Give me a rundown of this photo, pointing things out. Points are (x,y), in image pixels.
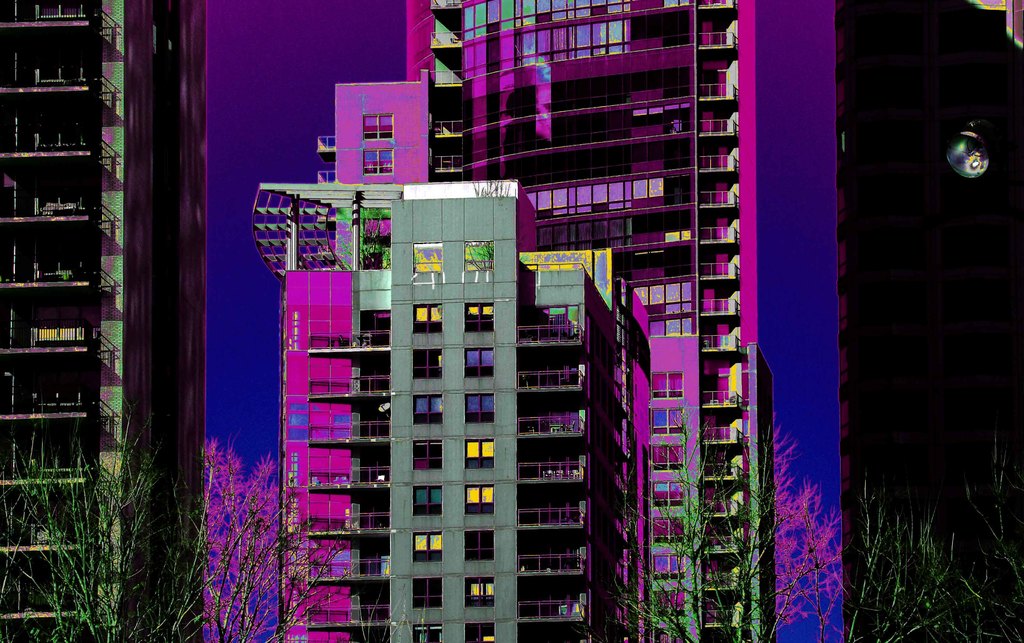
It is an edited picture. In this image, we can see buildings (532,294), trees (912,519), walls (430,296) and railings (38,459).
